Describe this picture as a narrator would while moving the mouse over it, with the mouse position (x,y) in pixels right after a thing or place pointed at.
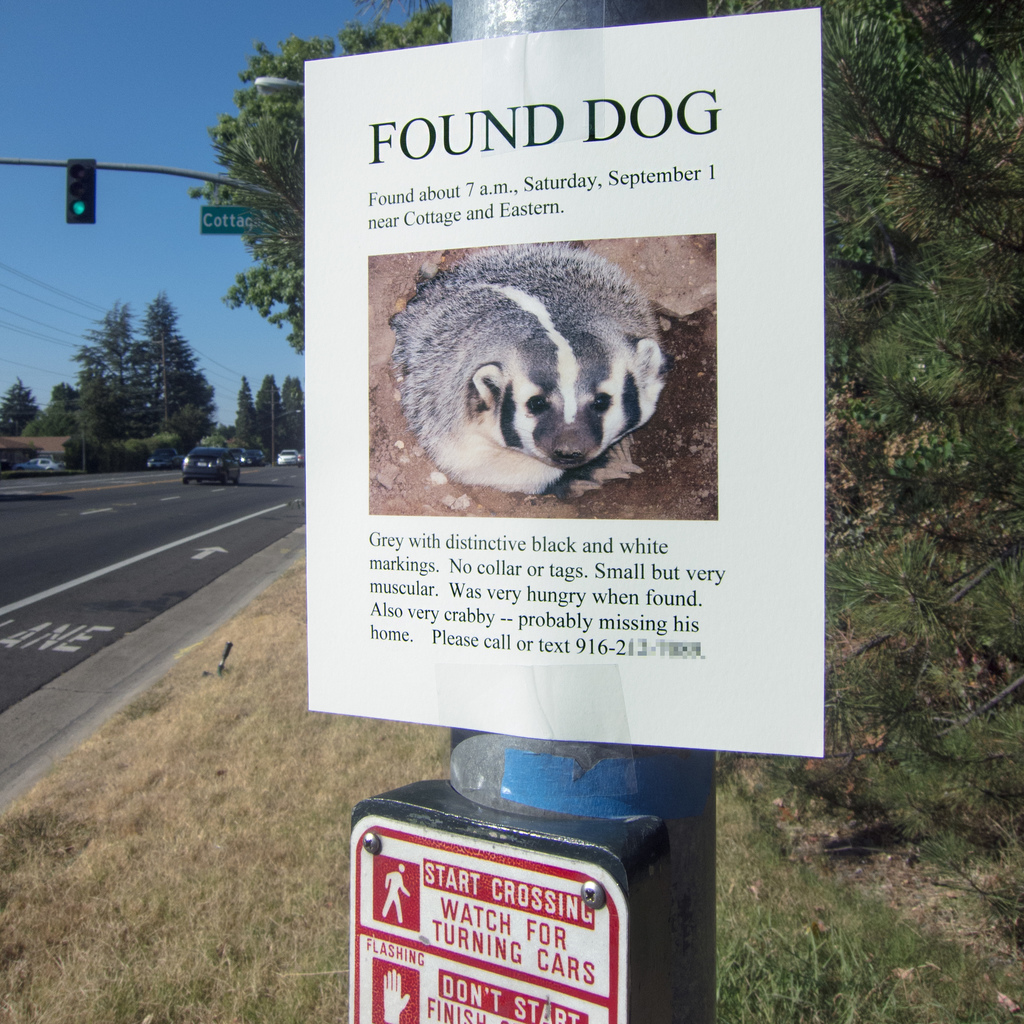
There is a pole (546,4) with a poster (512,410) and a sign board (477,909). On the poster (497,542) something is written and an image of an animal (522,395). Back of the pole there are trees (900,345). On the left side (85,546) there is a road (200,485) with vehicles (227,465). There are trees (150,390) and sky (130,243). Also there is a traffic signal (76,184) with a pole (100,161).
